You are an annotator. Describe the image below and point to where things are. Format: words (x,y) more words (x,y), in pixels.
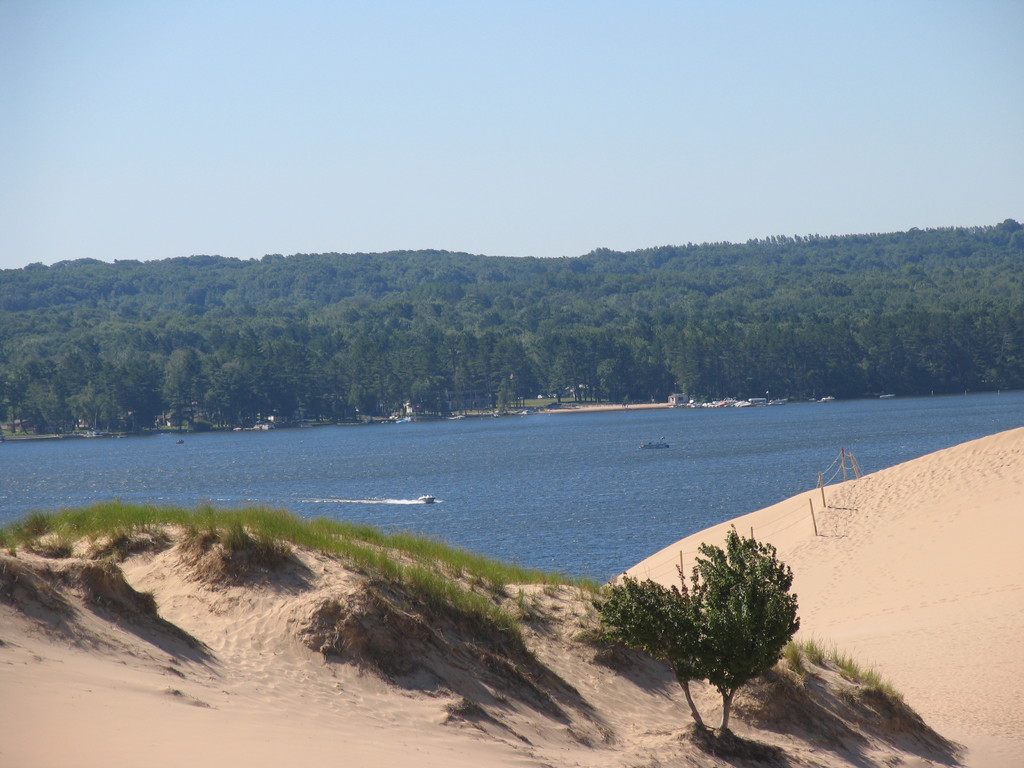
In this picture we can see plants (285,525), sand (914,625), boat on the water (478,455), trees (666,597), some objects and in the background (415,139) we can see the sky (596,100).
